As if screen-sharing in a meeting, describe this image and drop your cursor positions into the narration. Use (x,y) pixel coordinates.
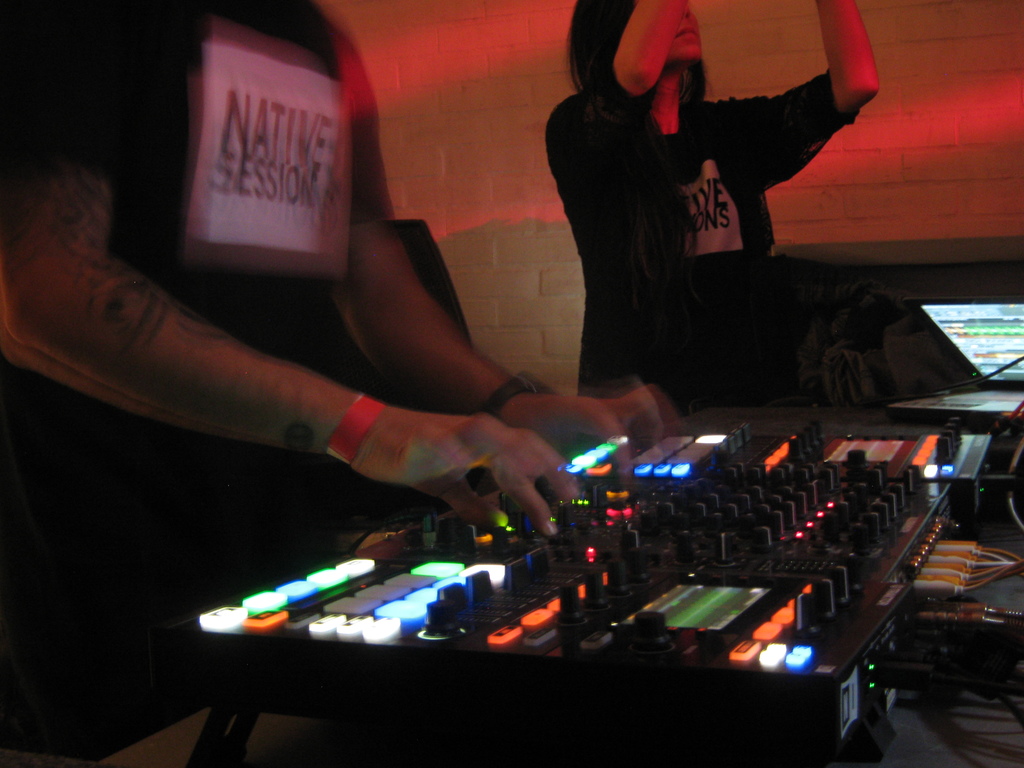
In this image, on the right (700,147) there is a woman (696,204). On the left (218,299) there is a person (190,265). In the middle (622,510) there are controlling machines (733,568), lights (831,507), buttons (809,613), cables (953,620), a laptop (986,315), some other objects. In the background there is a wall (504,236).
